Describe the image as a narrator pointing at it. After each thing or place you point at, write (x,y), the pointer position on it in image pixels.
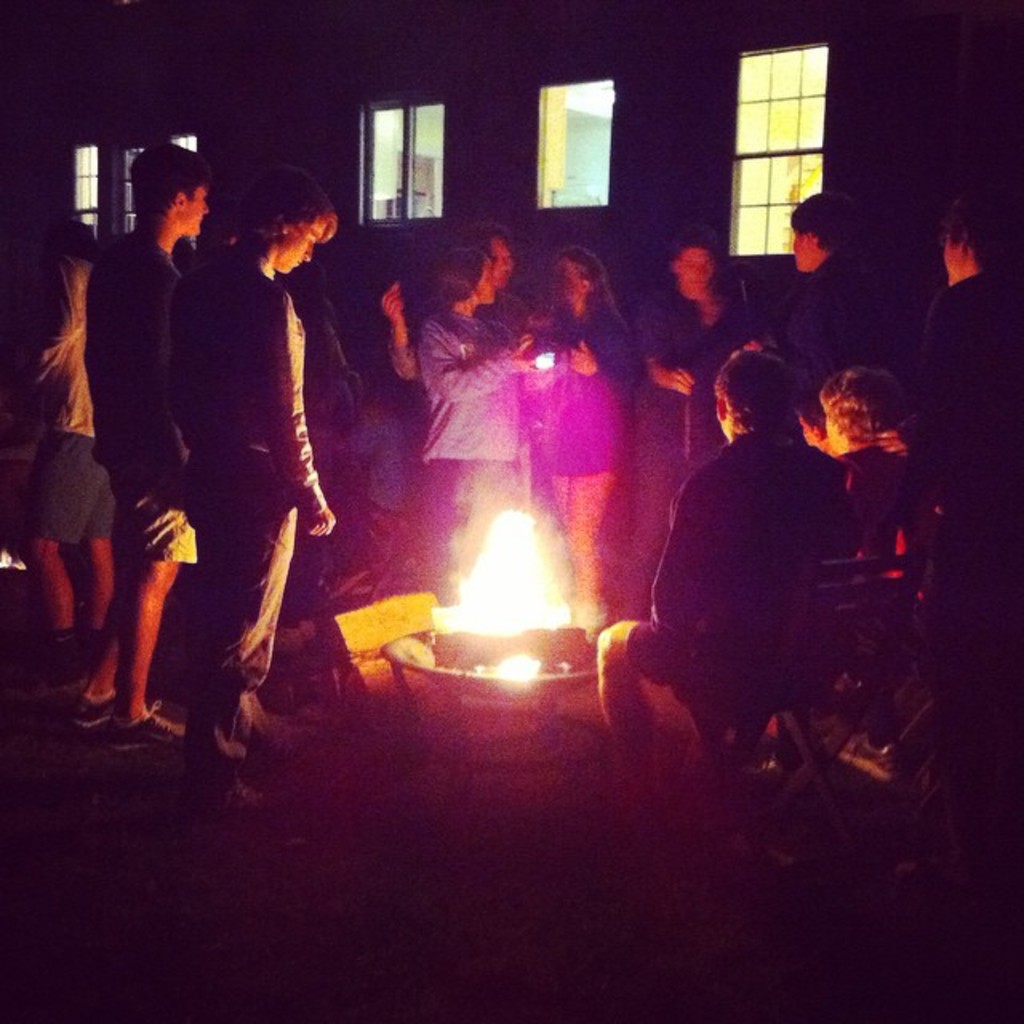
This is the picture of an outdoor area (456,181). In this image there are group of people (483,342) standing and there are two persons (812,576) sitting on the chairs (812,774). In the middle of the image (483,564) there is a camp fire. At the back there are windows (785,203).
